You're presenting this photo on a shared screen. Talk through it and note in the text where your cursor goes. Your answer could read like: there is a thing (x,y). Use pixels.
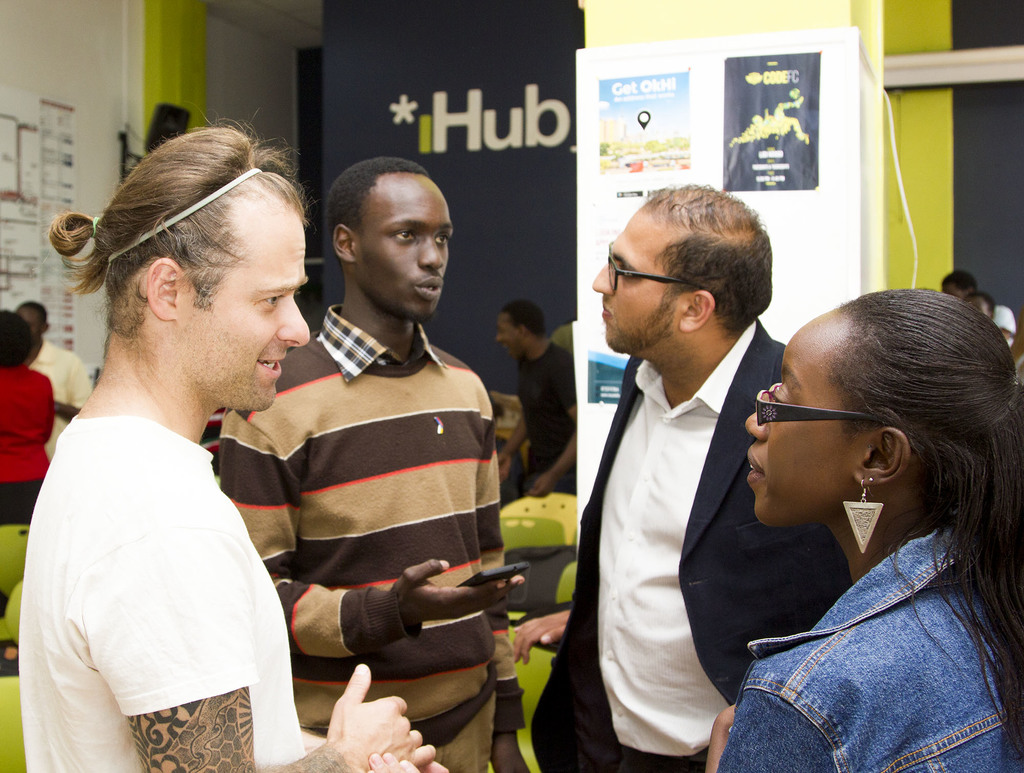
In the foreground of this image (722,406), there are four persons (794,572), one woman (844,605) and three men (623,514) standing and talking to each other. In the background (536,524), there are green chairs (527,541), banners (665,141), persons (533,321), and few posters (30,168).
